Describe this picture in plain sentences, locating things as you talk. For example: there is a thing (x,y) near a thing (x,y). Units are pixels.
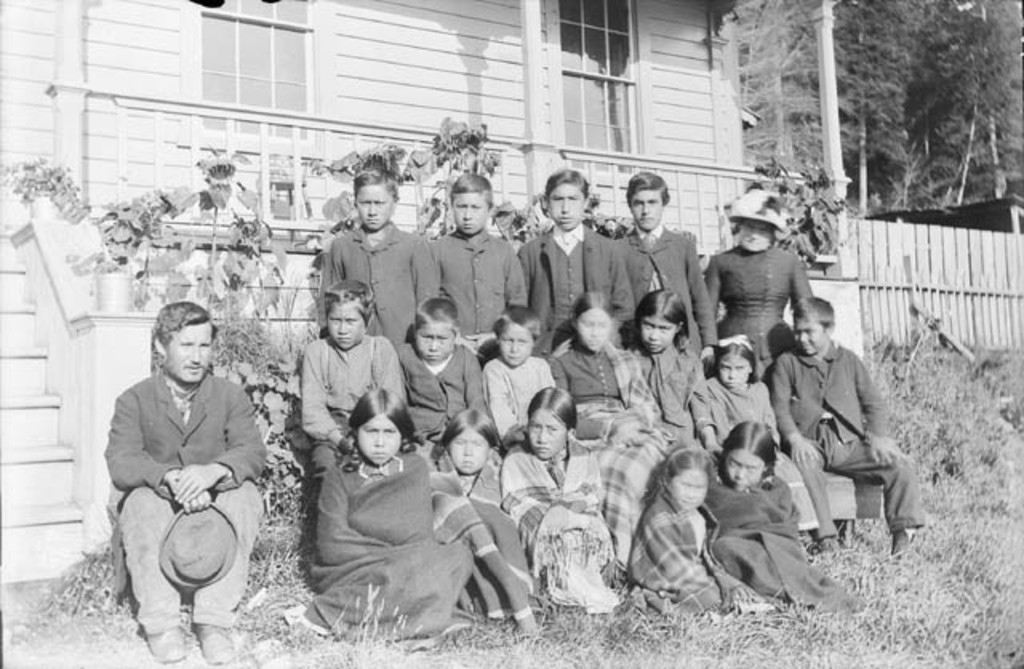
In this image I can see group of people (507,278), some are sitting and some are standing. In the background (667,72) I can see the building (716,110) and few trees (853,57) and the image is in black and white.
